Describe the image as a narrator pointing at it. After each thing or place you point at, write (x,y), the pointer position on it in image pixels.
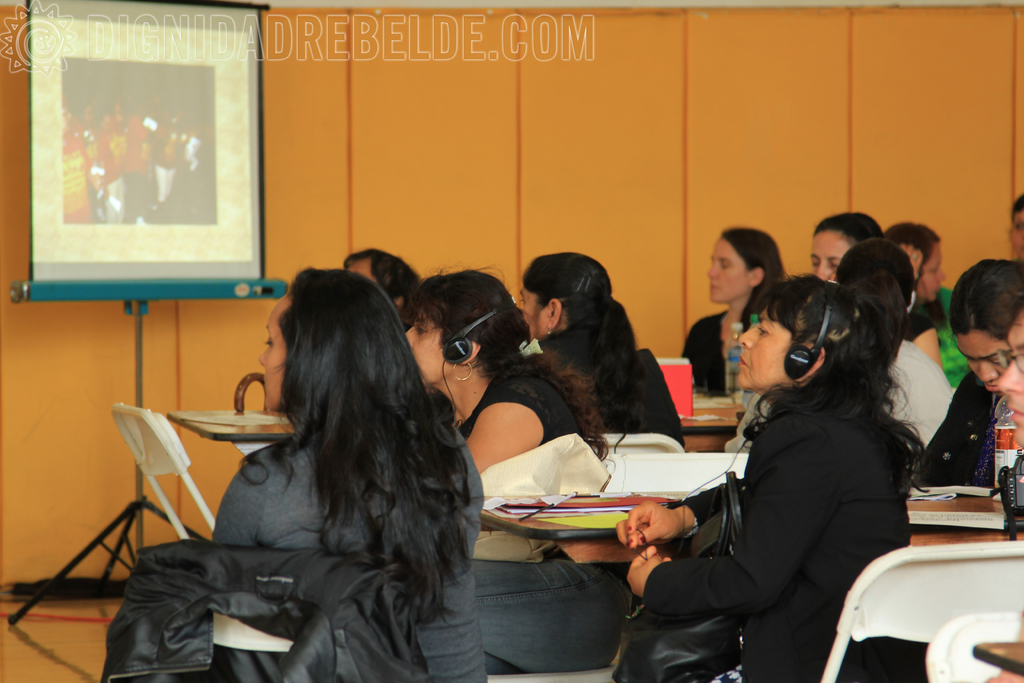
In the image there are group of people (334,403) sitting on chair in front of a table (517,525), on table (538,533) we can see a book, paper (570,510), pen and a water bottle (1010,465). On left side (246,106) we can also see a screen (191,92) and a yellow color wall (14,465).
